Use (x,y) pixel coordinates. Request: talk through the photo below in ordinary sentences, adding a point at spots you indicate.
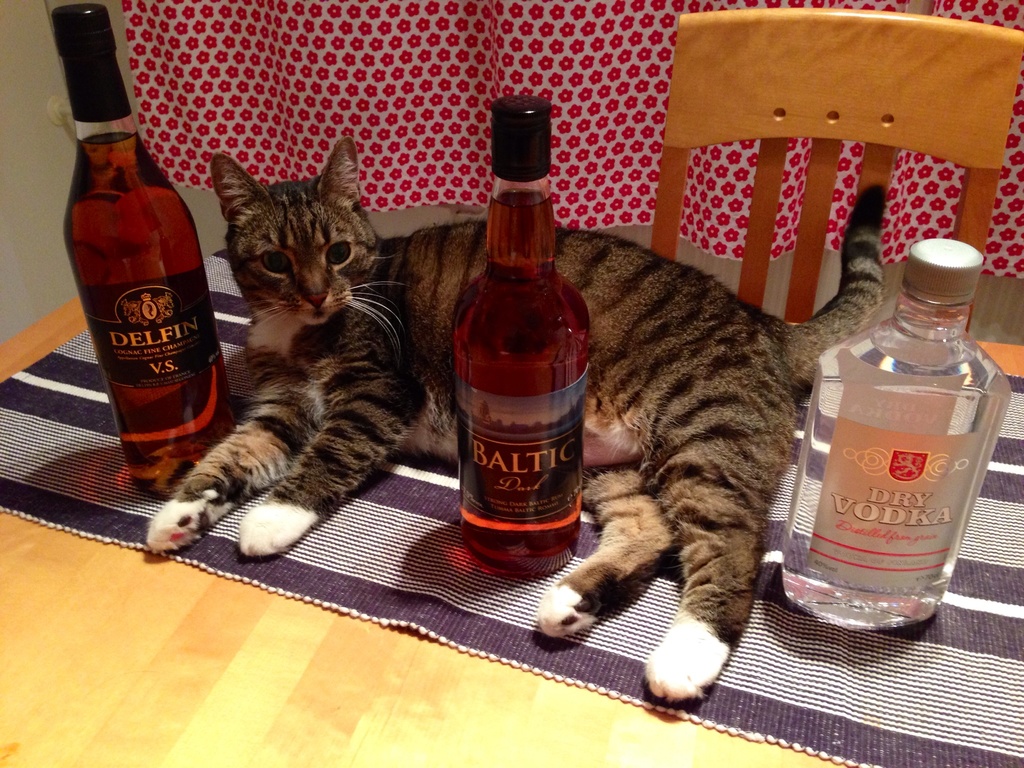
On the background (127,68) we can see a wall (9,77) and a curtain (454,33). This is a chair (906,145). We can see a cat (448,410) lying, bottles (489,343) and a table mat (879,690) on the table (368,722).
